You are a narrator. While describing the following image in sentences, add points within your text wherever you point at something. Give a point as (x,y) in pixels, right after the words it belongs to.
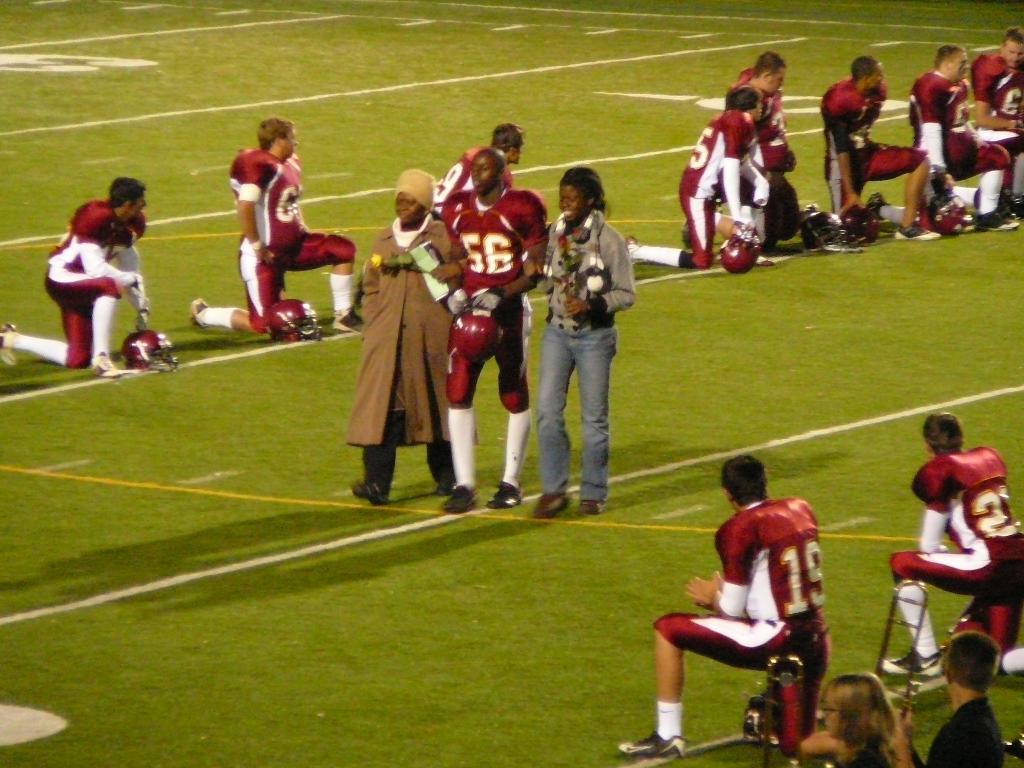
In this image we can see many people (825,119). Some are having helmets (468,355). On the ground (671,363) there is grass (880,318).
